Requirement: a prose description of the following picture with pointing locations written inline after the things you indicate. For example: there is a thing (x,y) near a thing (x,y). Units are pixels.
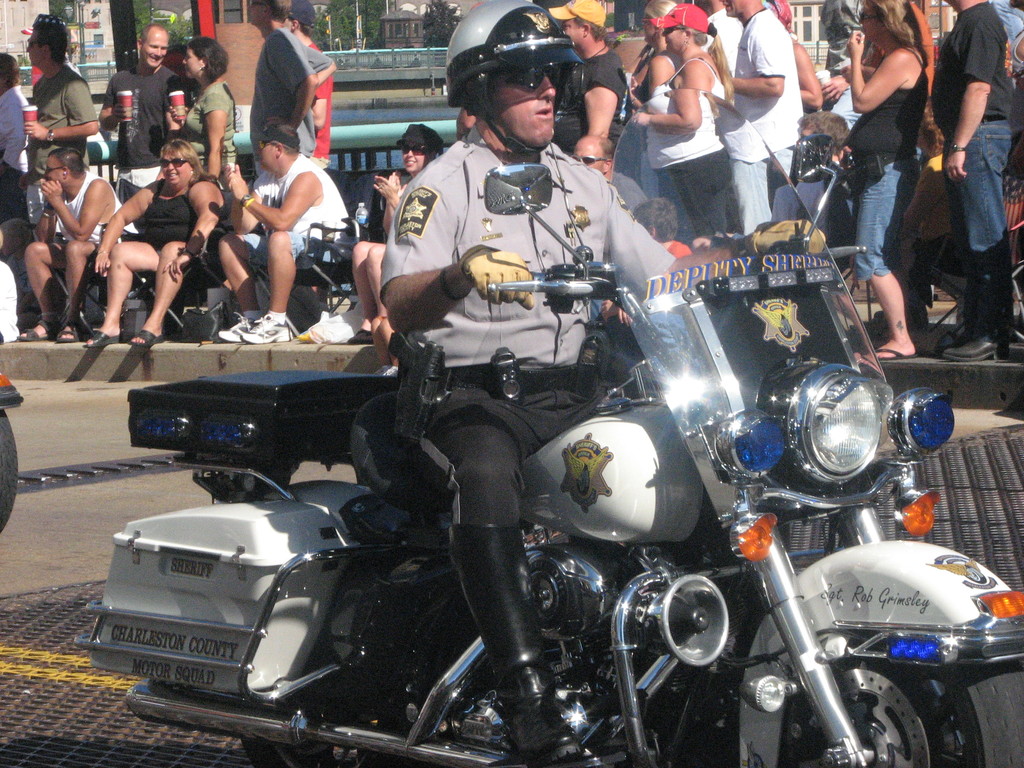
As we can see in the image there are few people (149,242) sitting on chairs (307,265) and few of them are standing and in the front (527,293) there is a man (532,440) sitting on motor cycle (775,657).
